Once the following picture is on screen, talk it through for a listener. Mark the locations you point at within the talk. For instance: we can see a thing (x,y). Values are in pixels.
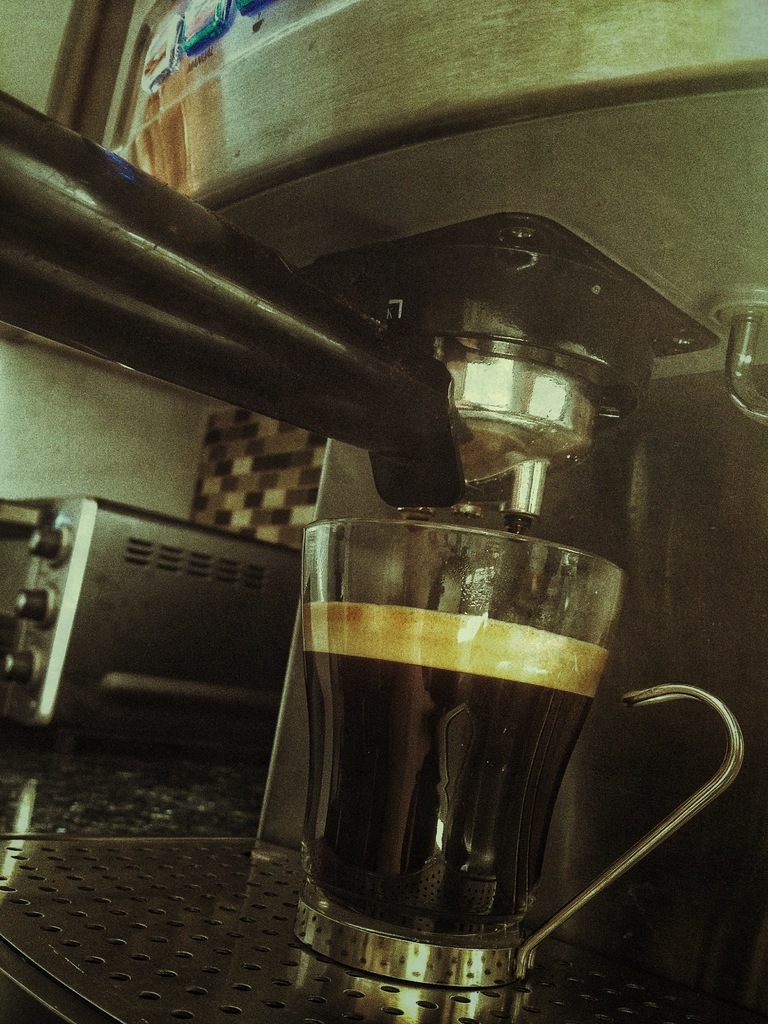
In this image there is a coffee machine (575,848). There is a coffee cup (450,790) with a coffee (441,783) in it. Beside the machine (239,358) there is a oven (35,517). In the background of the image (118,480) there is a wall (82,424).
